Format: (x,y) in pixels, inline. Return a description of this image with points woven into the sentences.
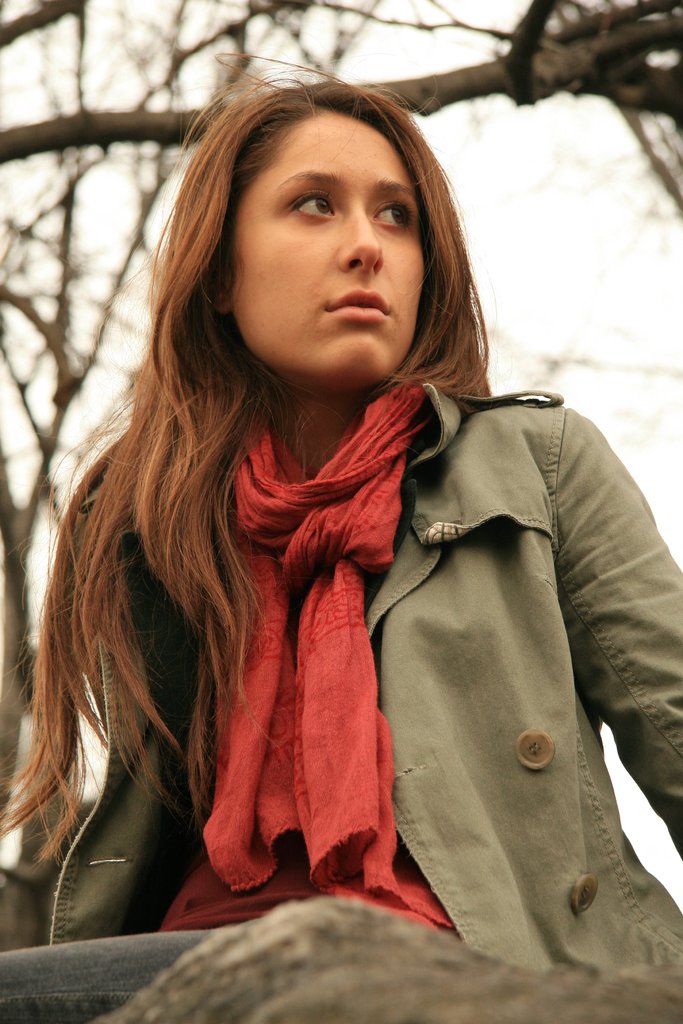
In this picture, we see the girl (398,497) who is wearing the jacket (476,629) and the red scarf (329,541) is sitting. At the bottom (340,916), it looks like a stone (514,989). There are trees (201,44) in the background (483,32). In the background (523,253), we see the sky (520,309).
